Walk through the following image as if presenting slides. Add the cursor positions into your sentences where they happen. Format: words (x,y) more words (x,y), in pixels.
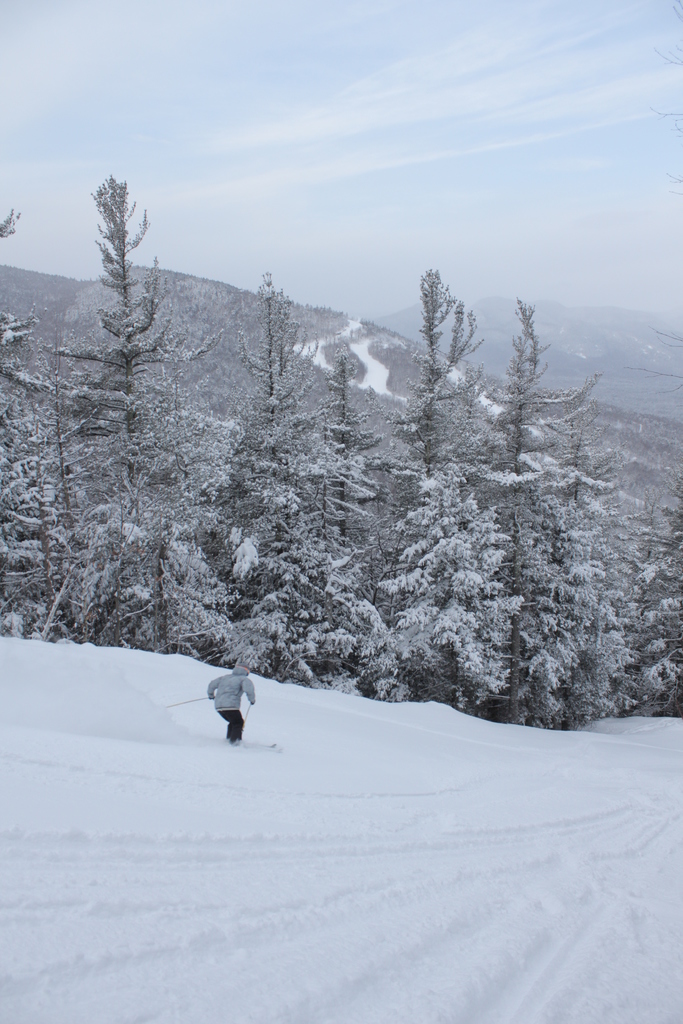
In this image we can see a person (241,729) skiing on the snow (432,709), trees (390,535) covered with snow (442,389), mountains (489,408) and sky (279,176) with clouds (279,176).
